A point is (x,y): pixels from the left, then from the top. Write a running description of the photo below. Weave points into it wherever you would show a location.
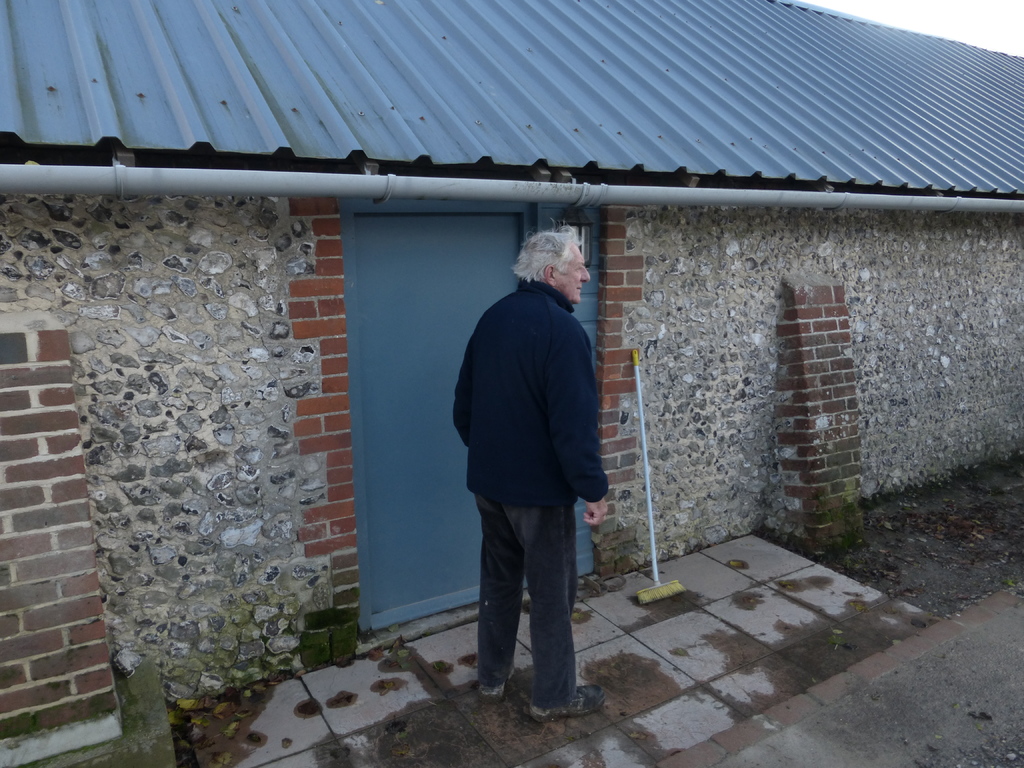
In this image there is a person (493,325) standing and looking to the right side of the image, in front of him there is a door (437,260) of a house (334,286), beside the door (442,333) there is an object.
